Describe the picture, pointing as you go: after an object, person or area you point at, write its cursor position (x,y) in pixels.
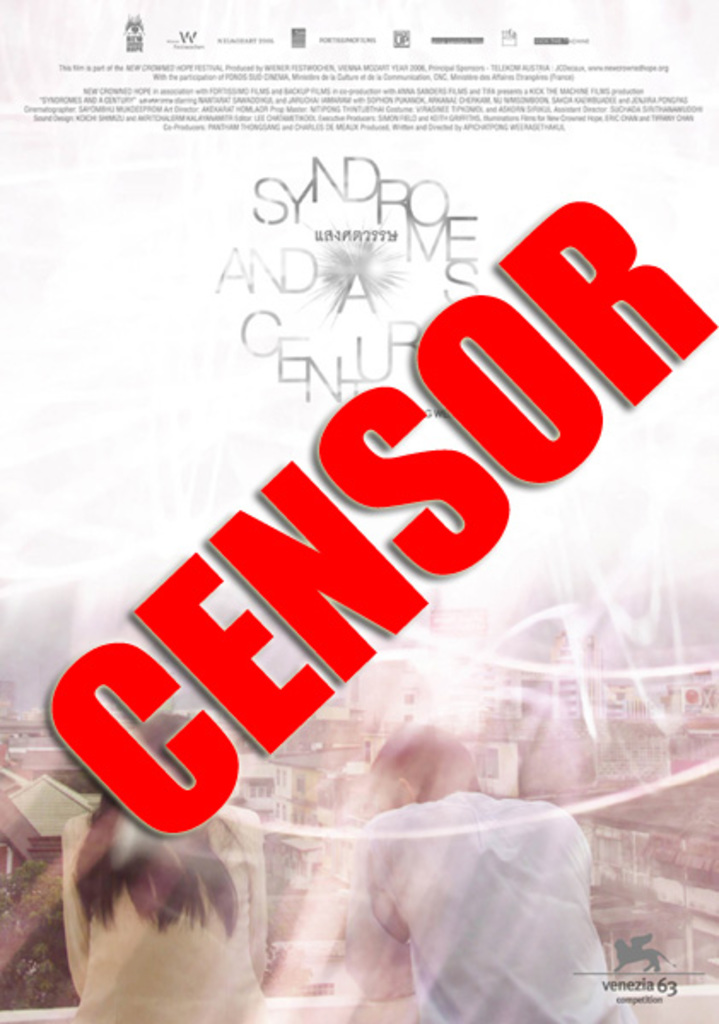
This is an advertisement. At the bottom of the image (631,856) we can see the buildings (703,892), trees (63,903), roof (692,826), poles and two persons (542,854) are standing. In the bottom right corner (684,970) we can see the text (662,989) and logo (630,946). In the background of the image (254,350) we can see the text (470,464) and logos (396,43).
